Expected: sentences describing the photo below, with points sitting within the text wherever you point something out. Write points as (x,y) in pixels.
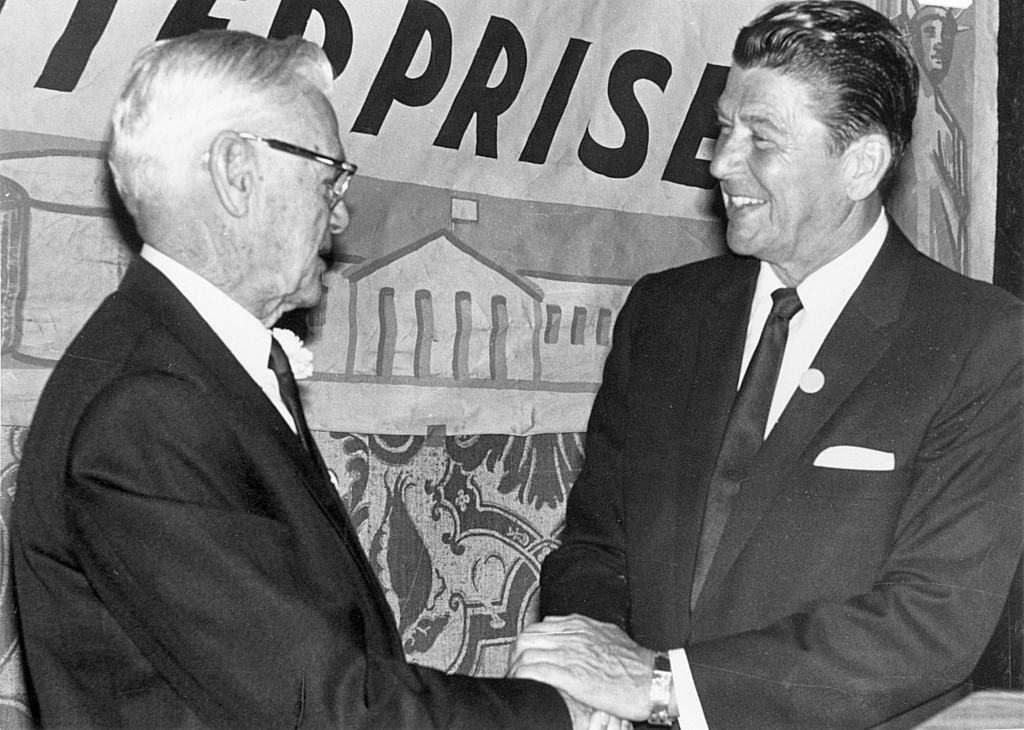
This is a black and white picture, there are two men (230,410) in the front (782,533) holding hands (593,682), both of them are wearing suits (714,332) and behind them there is a banner (434,241).
